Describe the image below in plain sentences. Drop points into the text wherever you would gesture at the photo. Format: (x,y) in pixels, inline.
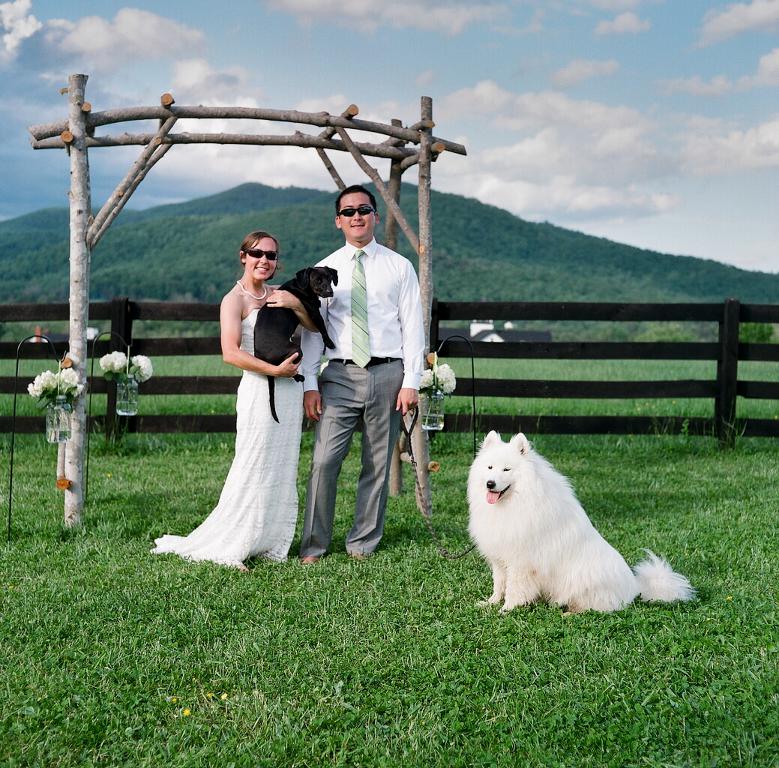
In this image there is a person (340,371) wearing a white shirt (408,355) and tie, goggles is standing. There is a woman (244,558) wearing a white dress (284,377) is holding a dog (278,365). BAckside of them there is an arch (77,480) having few flower vases (60,422) to it. Backside of it there is a hill (732,296) and a sky (285,131) having some clouds (187,98). Bottom of the image (773,648) there is a dog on a grassy land (373,584).
